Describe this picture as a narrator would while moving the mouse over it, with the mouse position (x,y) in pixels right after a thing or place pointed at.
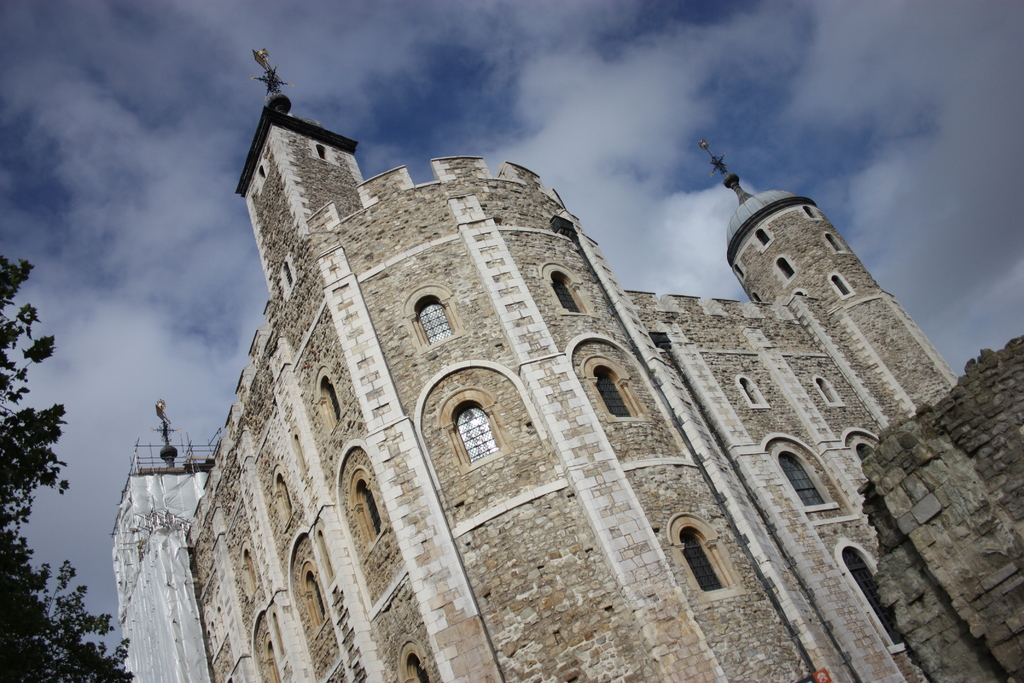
In this image I can see a building (527,498) which is cream and brown in color and a tree (67,625) which is green in color. In the background (62,179) I can see the sky (109,125).
